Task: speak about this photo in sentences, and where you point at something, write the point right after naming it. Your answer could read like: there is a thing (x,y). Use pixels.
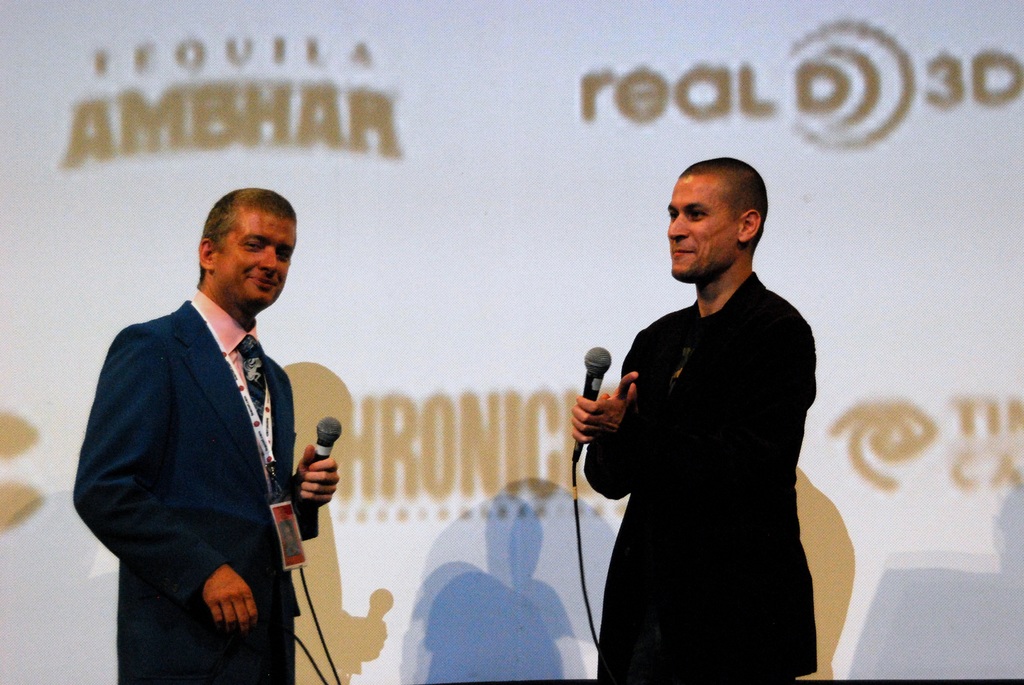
In this image, There are two persons (776,339) standing and they are holding the microphones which are in black color, In the background (809,471) there is a white color poster (570,90).
